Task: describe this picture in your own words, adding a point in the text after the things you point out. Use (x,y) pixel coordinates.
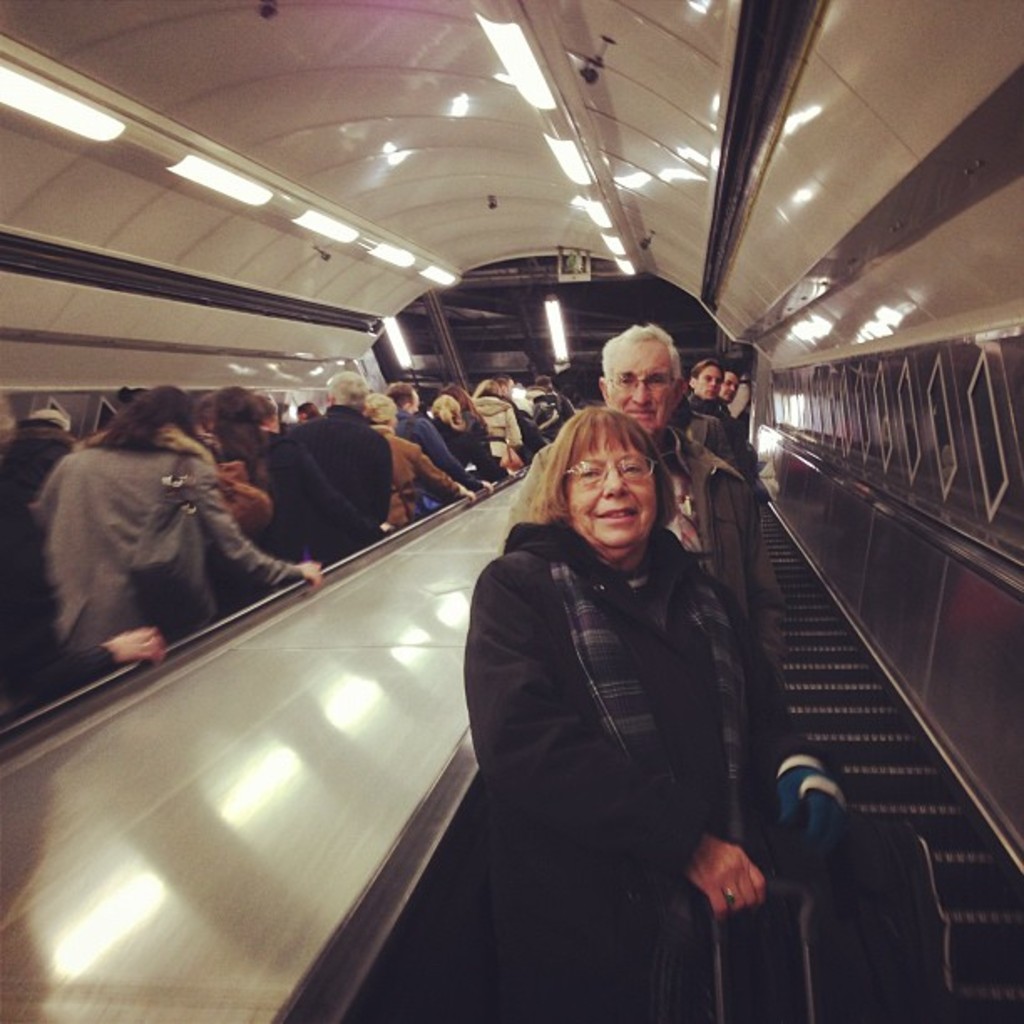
In this image I can see a woman (659,677) wearing black color dress (668,750) is standing on the escalator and holding a bag (810,927) in her hand (763,878). In the background (737,399) I can see number of people (678,473) are standing, the ceiling (435,77) and few lights (230,190) to the ceiling (492,188).
